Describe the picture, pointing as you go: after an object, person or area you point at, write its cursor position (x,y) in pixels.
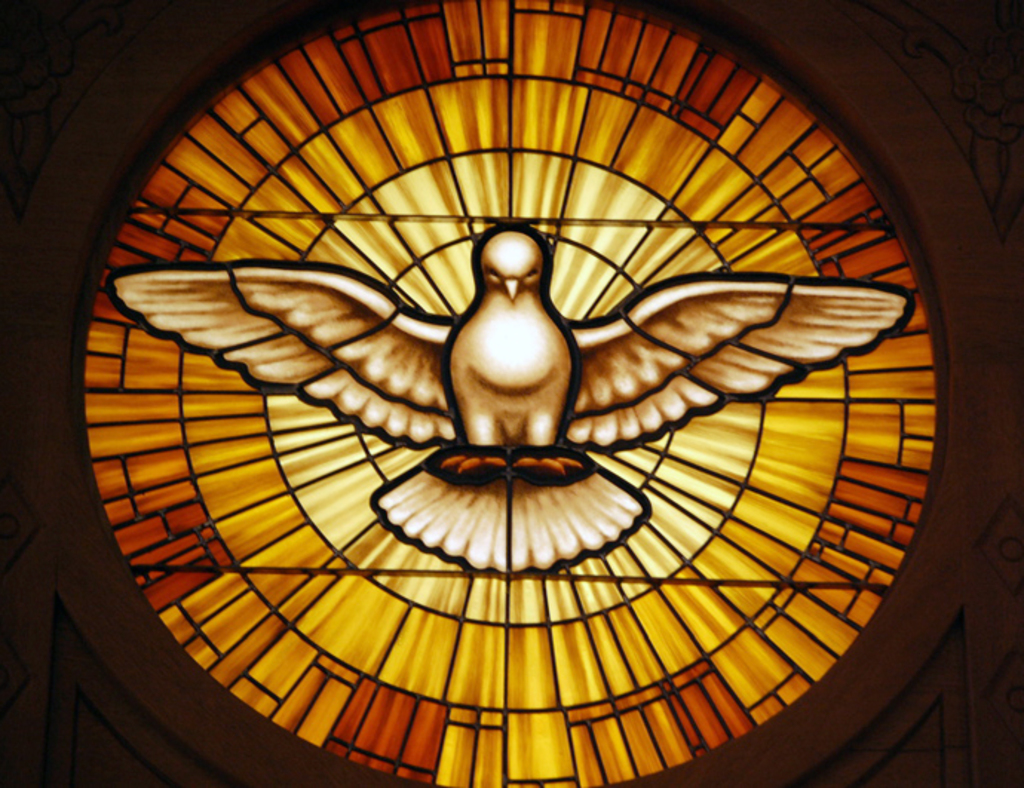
In this picture there is a image of a bird (549,396) which is in white color and there are some other objects (659,31) beside it.
